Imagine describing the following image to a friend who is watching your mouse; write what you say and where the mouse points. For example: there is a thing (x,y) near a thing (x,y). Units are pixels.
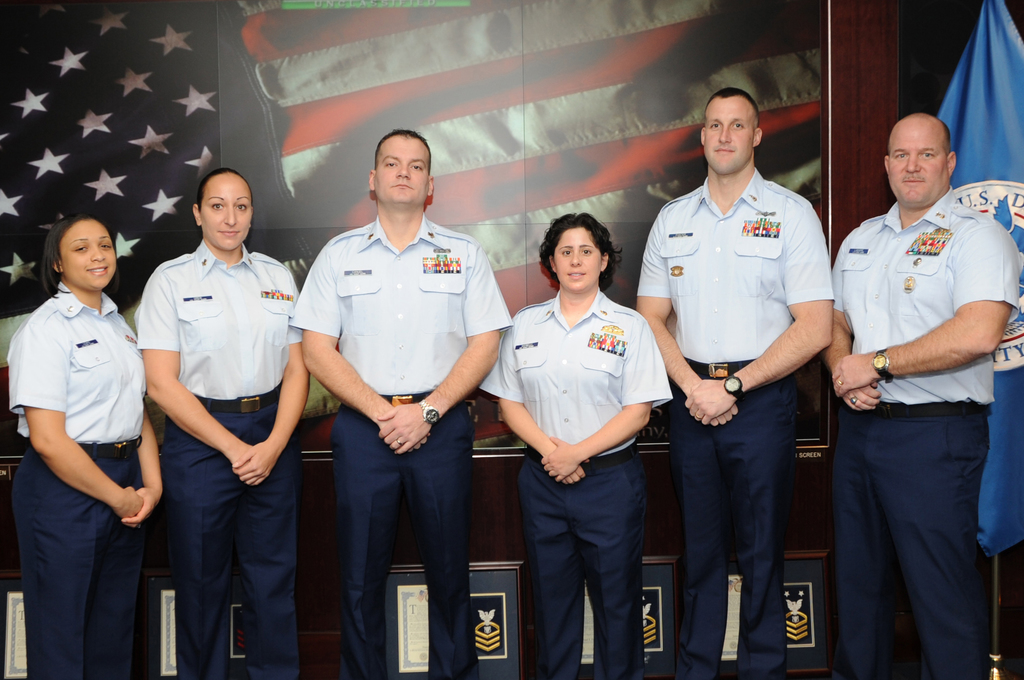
In this image we can see people (578,336) wearing the same uniform (40,308) and standing and we can also see posters (249,78) in the background (797,89).
